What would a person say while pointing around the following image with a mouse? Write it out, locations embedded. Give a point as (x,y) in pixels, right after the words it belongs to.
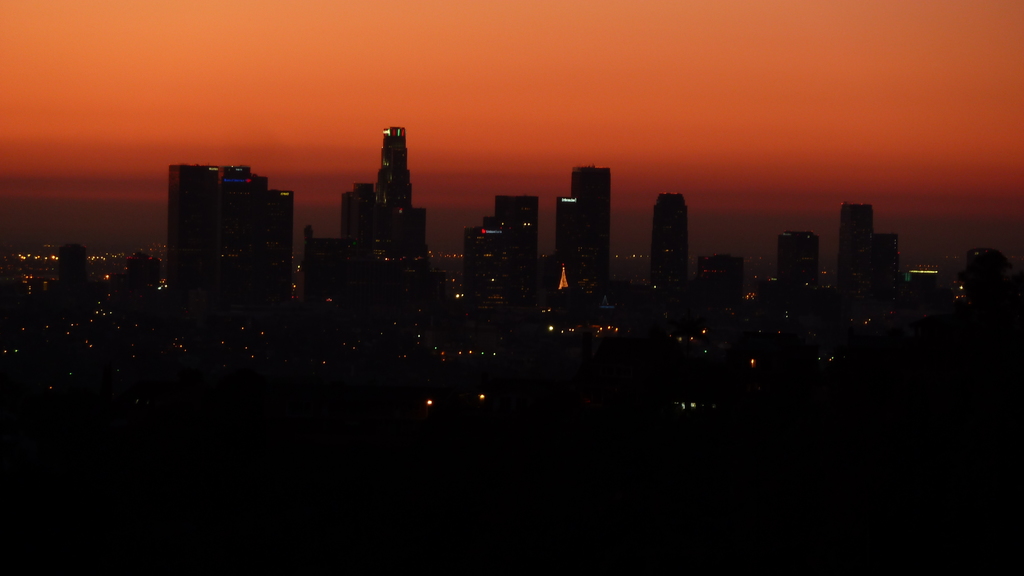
In this image, we can see some buildings (843,240). There is a sky (391,85) at the top of the image (470,74).
